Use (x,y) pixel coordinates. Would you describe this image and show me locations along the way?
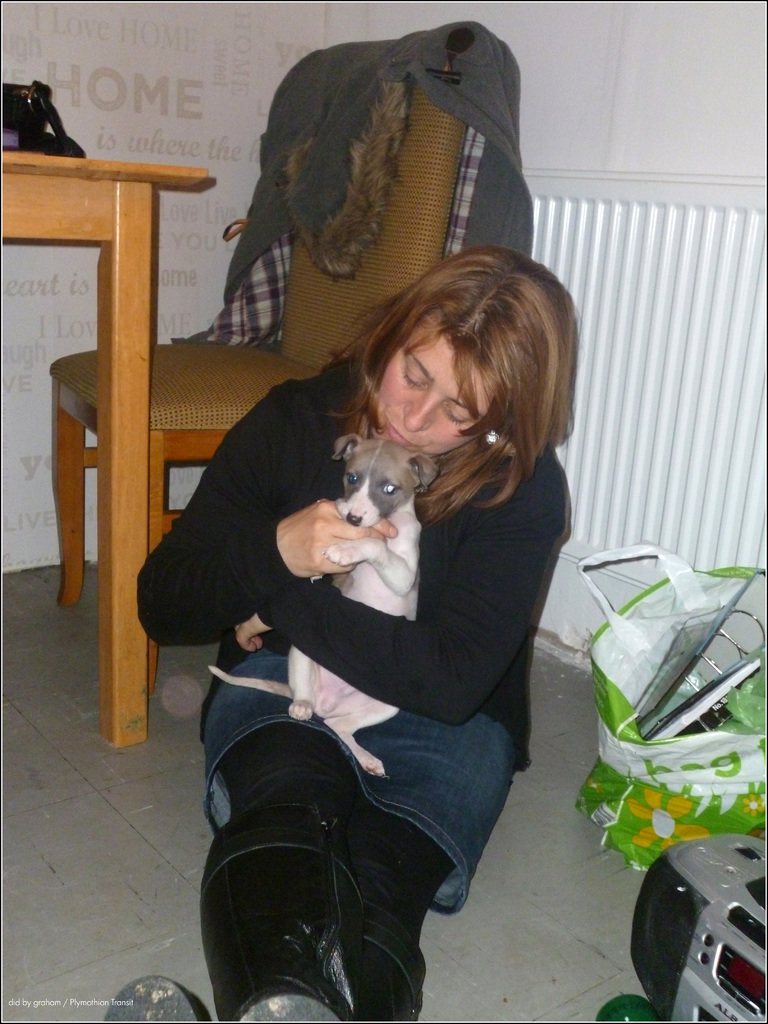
In this image there is a lady person (326,818) sitting on the floor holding a puppy (401,525) in her lap (411,714) and at the left side of the image (31,251) there is a chair (456,146) and table (12,197) and also a jacket (380,81) which is placed on the chair (442,129) and at the right side of the image (652,632) there is a cover (672,775).
